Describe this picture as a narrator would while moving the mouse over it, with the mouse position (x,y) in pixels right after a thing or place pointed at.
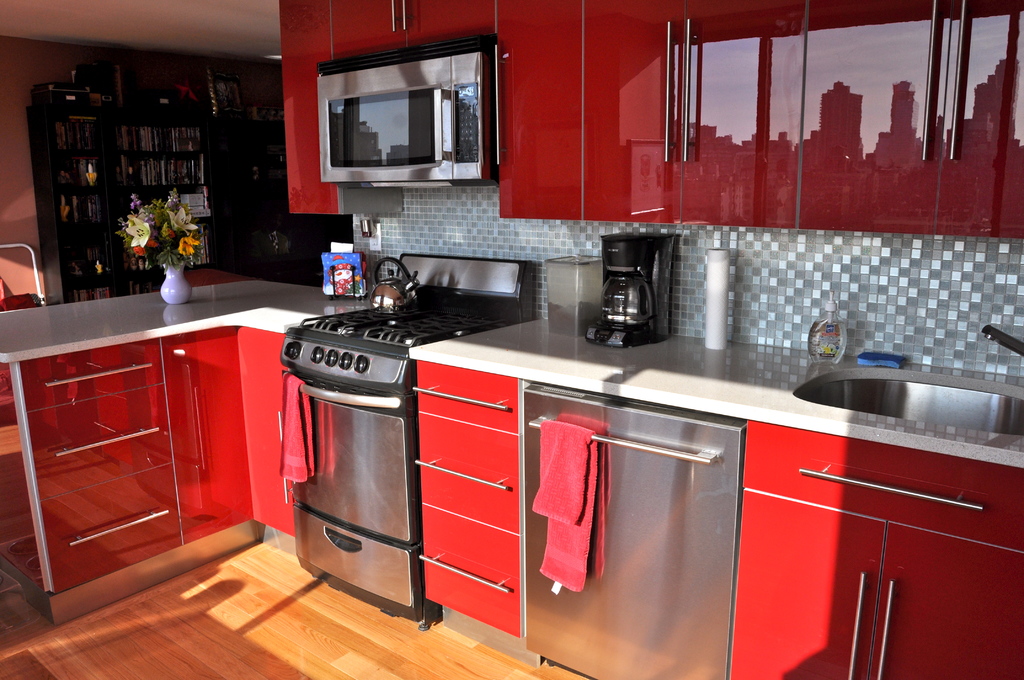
In this image we can see the inside view of the kitchen (467,249) that includes electronic gadgets (494,324), cupboards (861,214), wash basin (929,401), towels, utensils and flower pot (169,295).
